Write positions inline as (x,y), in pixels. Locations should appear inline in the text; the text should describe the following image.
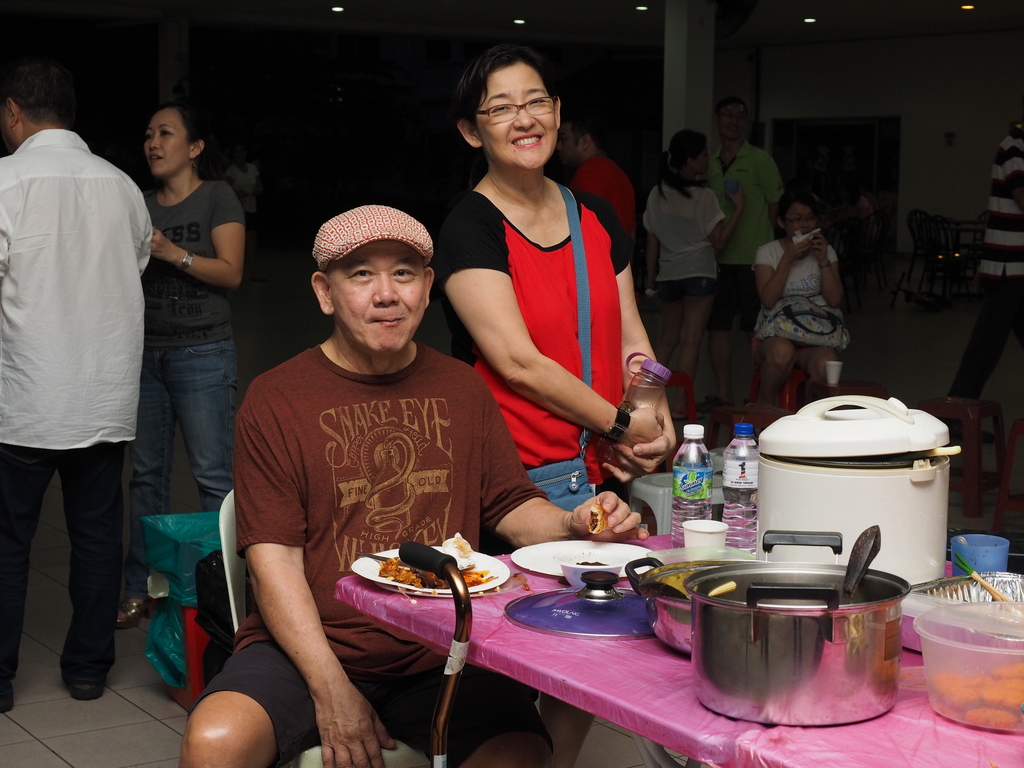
Here a man (247,660) is sitting on the chair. There are plates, utensils (746,594) and bottles (687,507) are present on the table (526,583).
